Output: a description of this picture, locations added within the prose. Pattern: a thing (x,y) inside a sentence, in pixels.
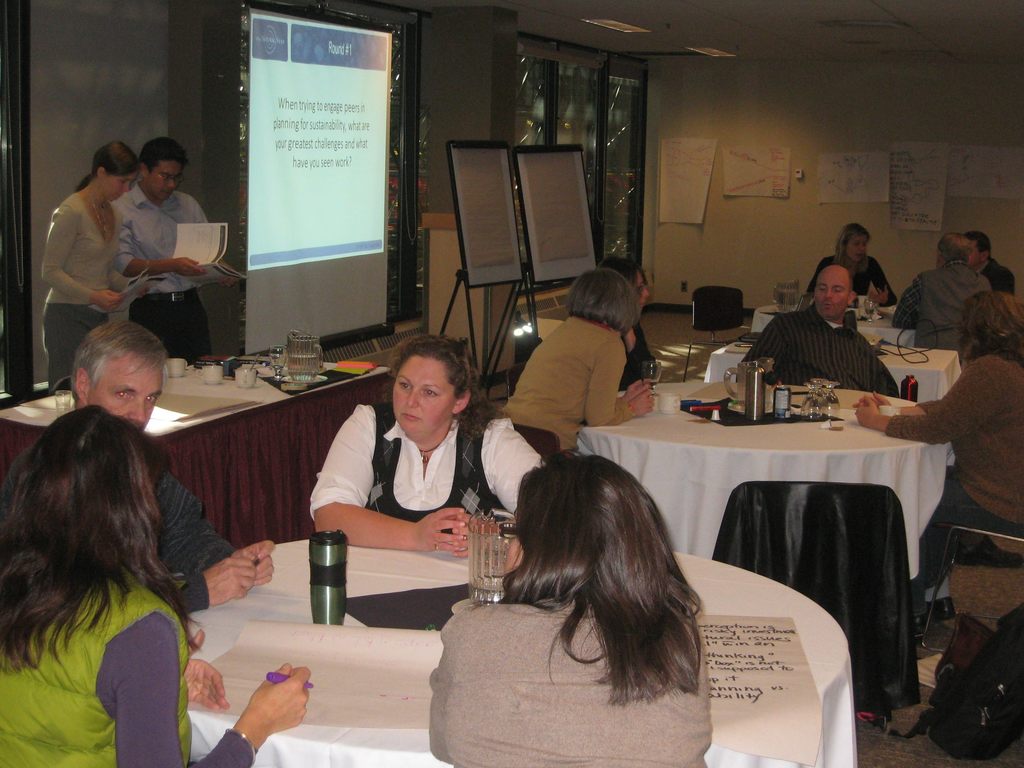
Here we can see a group of people (90,638) sitting on chairs (732,536) with tables (890,304) in front of them having jars (504,536) and papers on the table (699,386) and beside them we can see a projector screen (321,128) and there is a table (30,420) near the projector screen (362,337) having cups (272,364) and jars (290,345) present there are a couple of people (113,288) standing with papers (148,277) in their hands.
